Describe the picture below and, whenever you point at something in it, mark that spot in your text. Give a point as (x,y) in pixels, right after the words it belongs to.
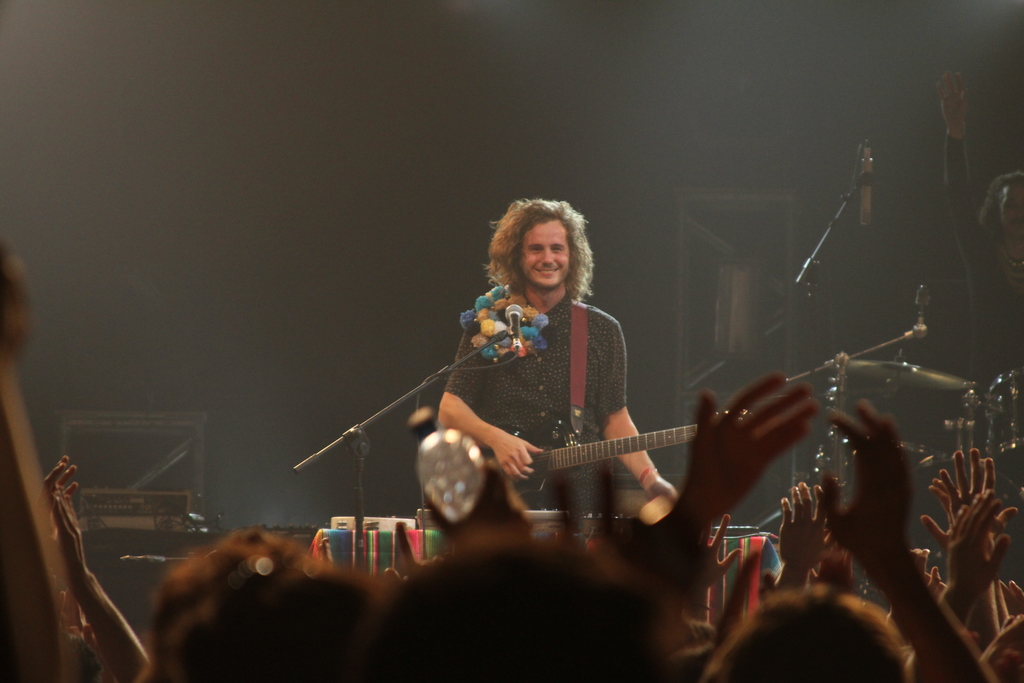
In this image I can see a person (589,271) standing in front of the mic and holding the guitar (573,455). And the group of people (525,615) are seeing this person (555,376).
